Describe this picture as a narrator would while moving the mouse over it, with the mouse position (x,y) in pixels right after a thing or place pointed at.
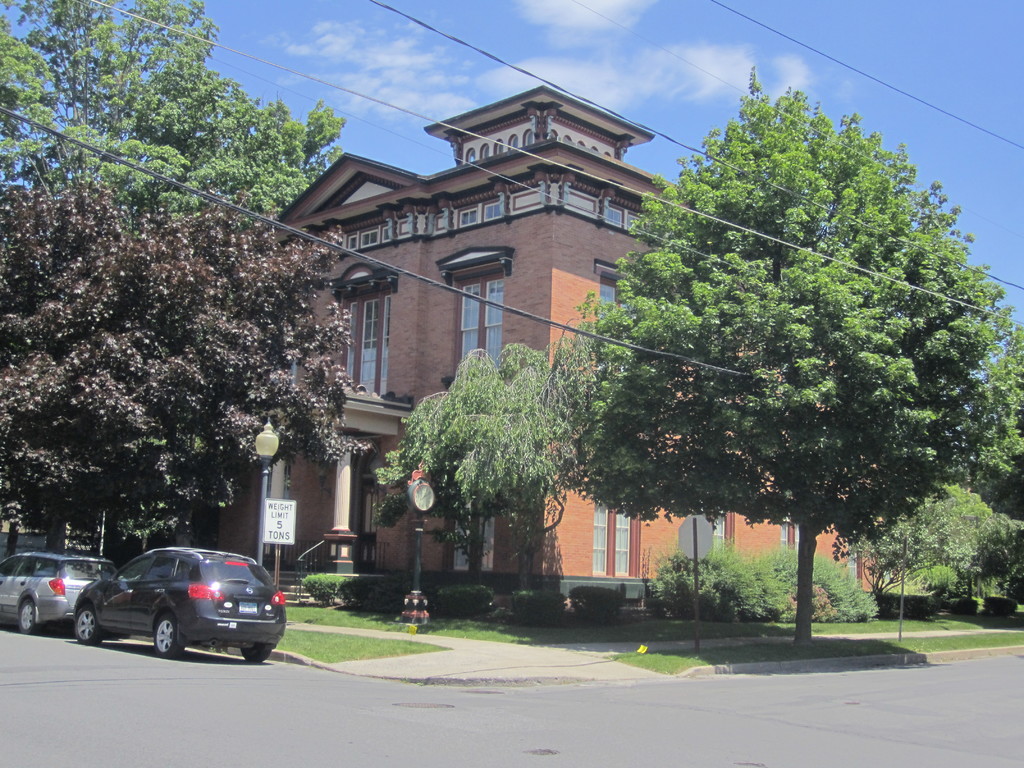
In this image, we can see a building (427,293) and some trees (252,378). There are cars (188,609) on the road (94,651). There is a sky (397,84) and some wires (404,275) at the top of the image (384,91).
